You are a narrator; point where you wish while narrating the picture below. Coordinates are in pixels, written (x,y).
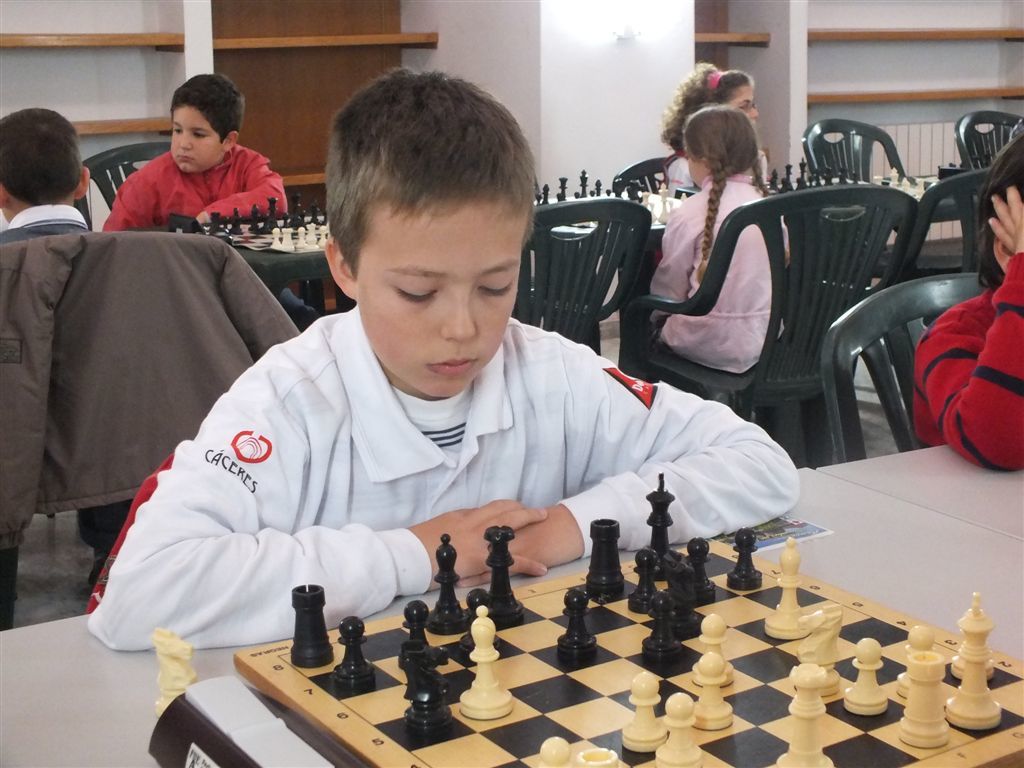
In this picture I can see few people (566,449) are sitting on the chairs (644,303) and playing chess (521,613), which is placed on the table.
